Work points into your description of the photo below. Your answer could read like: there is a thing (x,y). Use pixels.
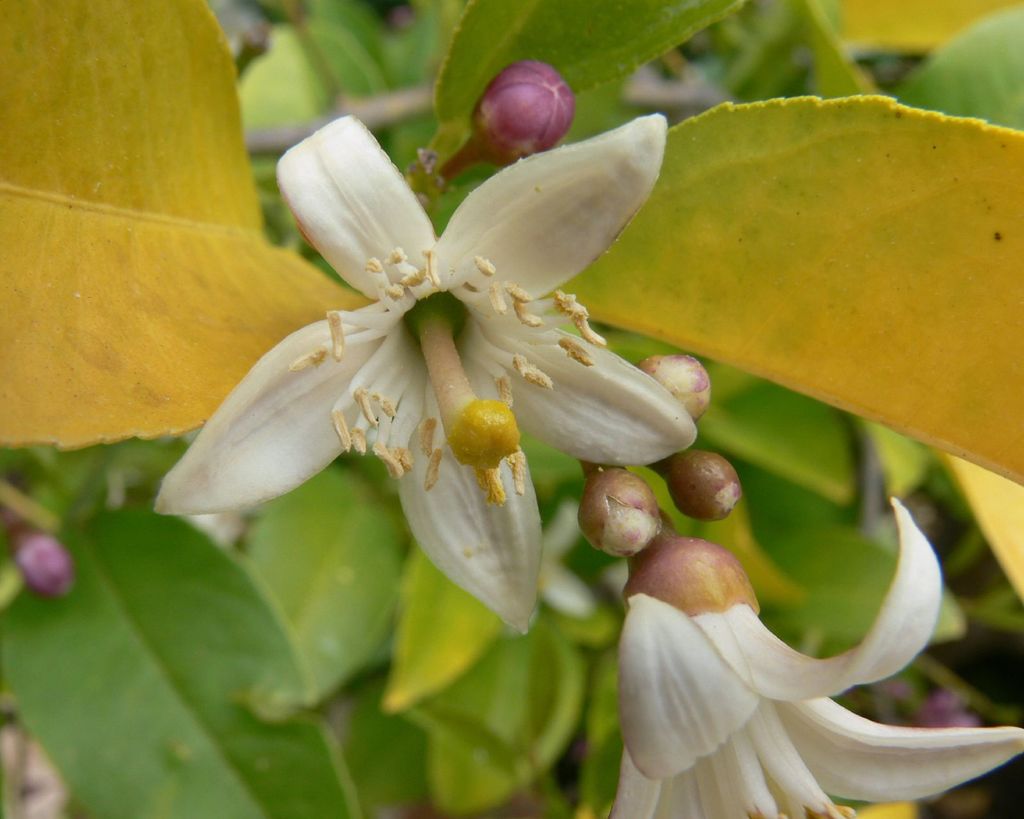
In the center of the image (497,318) we can see a plant (531,232) with flowers (472,324) and flower buds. In the background (389,546), we can see plants (244,636).
